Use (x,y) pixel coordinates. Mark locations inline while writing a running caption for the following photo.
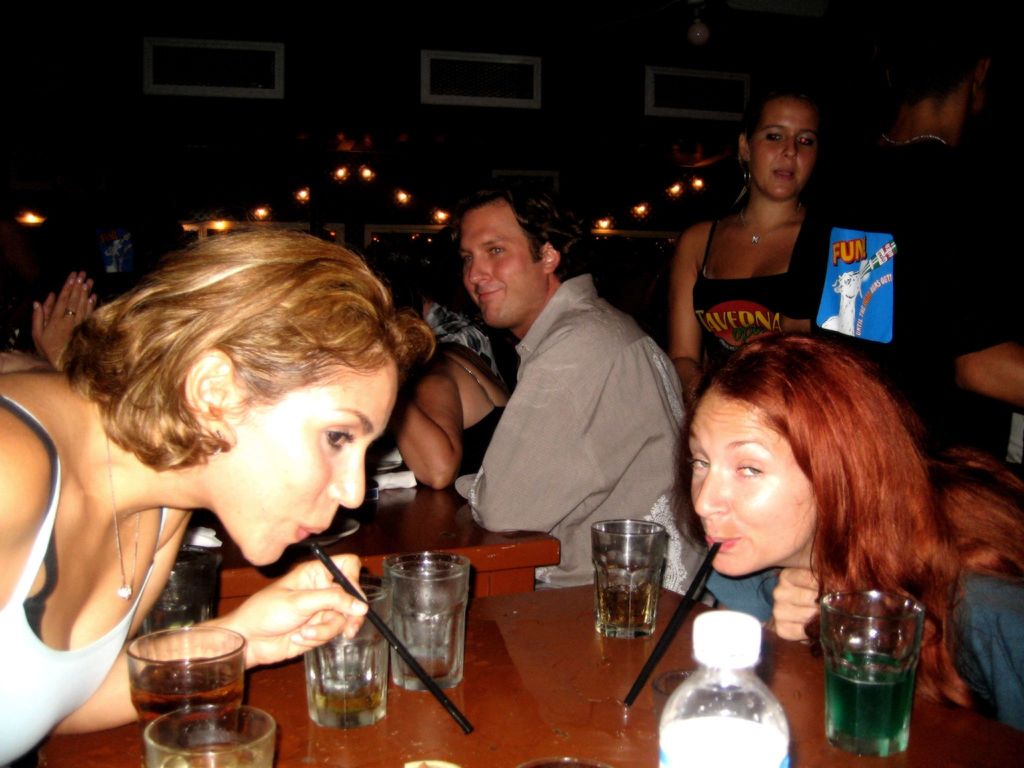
This picture shows few people (413,395) seated and we see couple of woman (311,591) with straws (422,667) in their mouths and we see glasses (158,761) on the table (599,638) and a water bottle (709,680) and we see a woman (766,180) standing and few lights (697,183).
